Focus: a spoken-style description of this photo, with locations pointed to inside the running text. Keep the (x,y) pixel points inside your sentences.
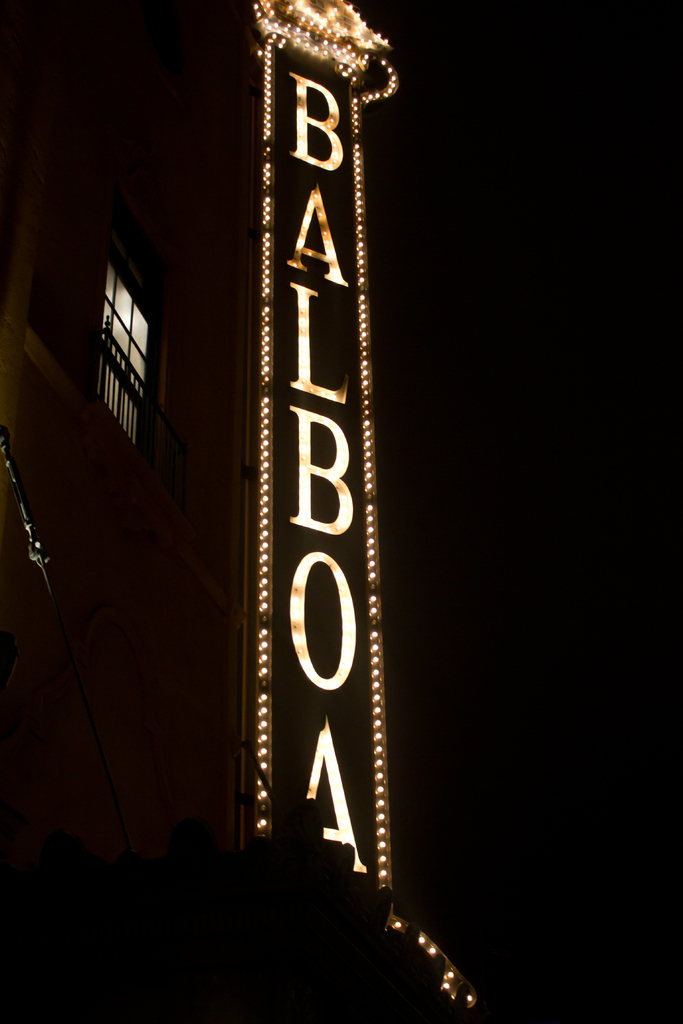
In this image in the center (261,356) there is banner (332,397) with some text (322,526) written on it and on the left side (141,388) there is a window (125,341) and there are lights (264,797).
